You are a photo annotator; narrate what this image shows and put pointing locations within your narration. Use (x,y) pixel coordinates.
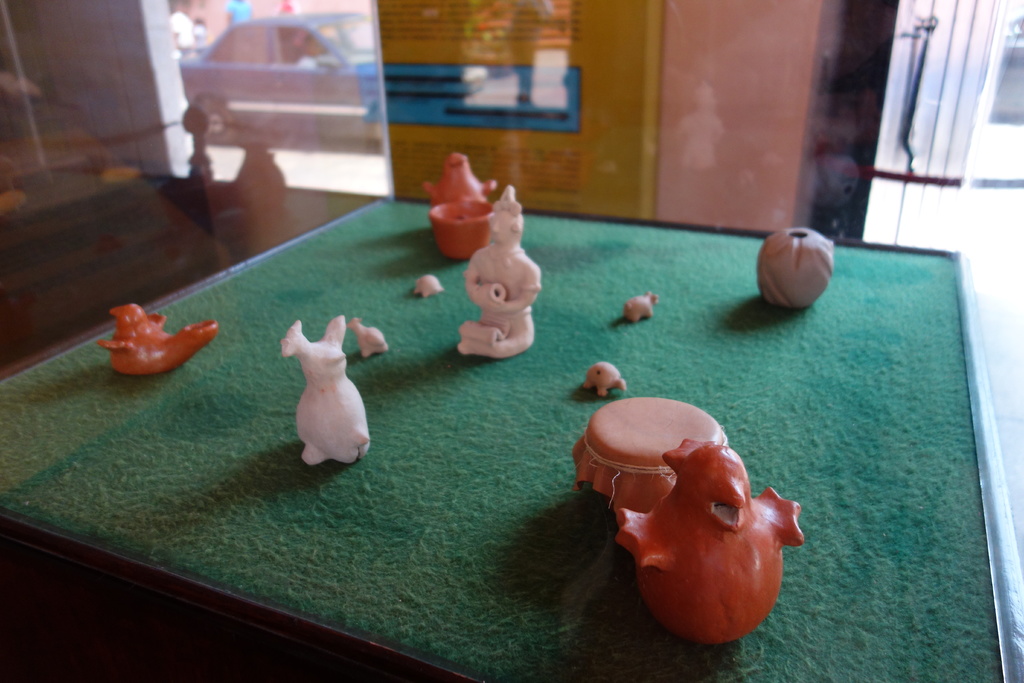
I can see few toys (673,544) on a table (616,338), at the background (701,63) there is a glass (507,53), a car (372,58) on the road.
